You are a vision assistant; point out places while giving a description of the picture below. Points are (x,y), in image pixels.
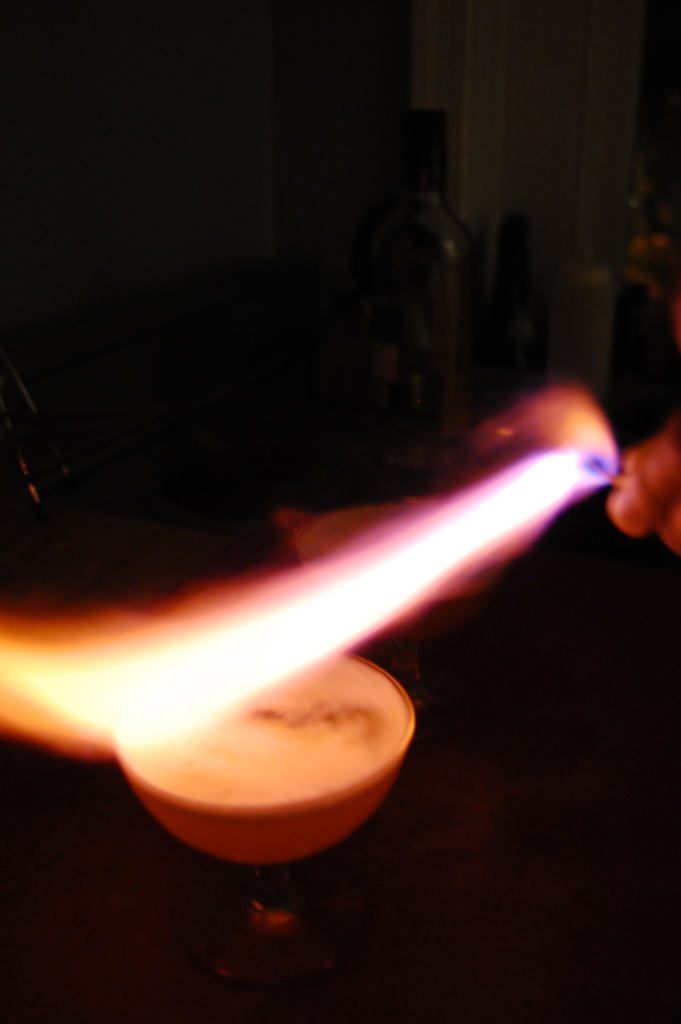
In this image we can see a person (626,478) holding the matchstick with fire (526,454).
